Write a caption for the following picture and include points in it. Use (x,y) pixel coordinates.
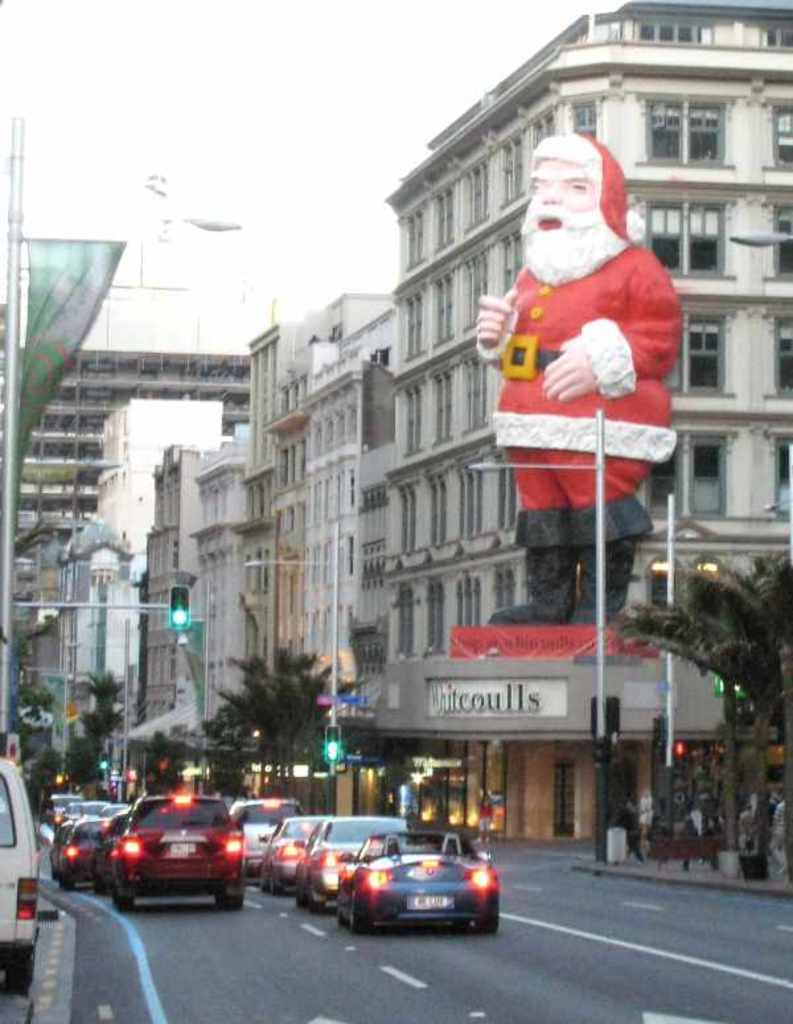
In this image we can see buildings (346,495), trees (295,717), stores (408,807). There are cars (346,923) on the road (430,971). At the top of the image (234,111) there is sky (339,113). There is a depiction of a Santa claus (584,404).
